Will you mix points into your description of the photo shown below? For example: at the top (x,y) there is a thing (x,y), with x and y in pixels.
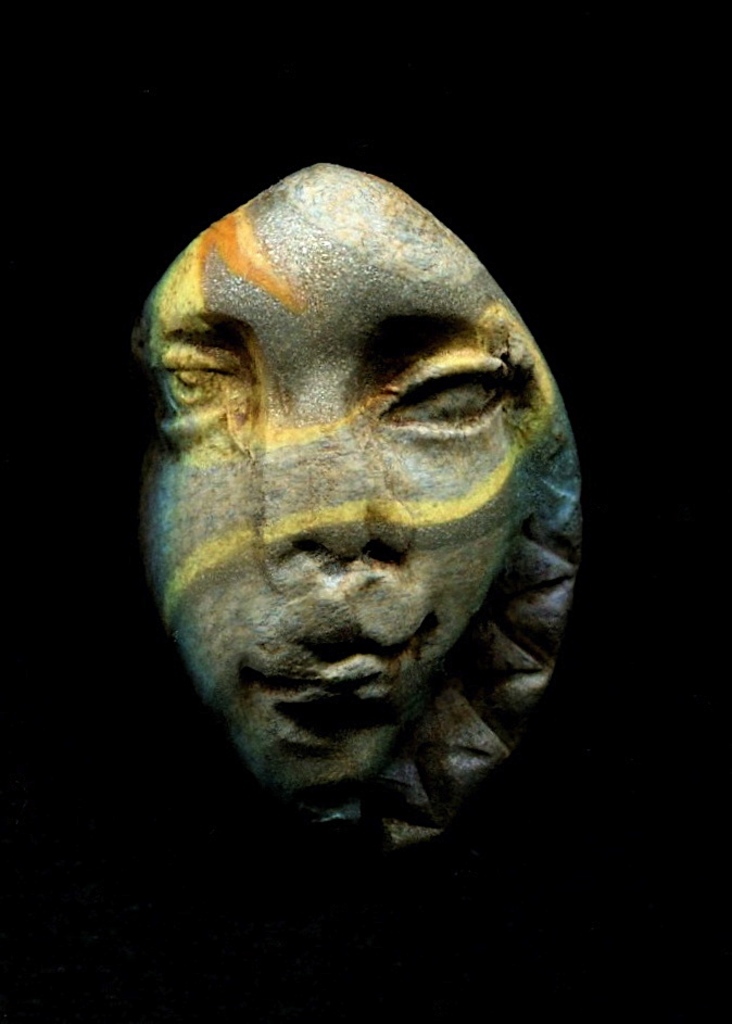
In the picture we can see a part of the sculpture (455,706) from the hole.
